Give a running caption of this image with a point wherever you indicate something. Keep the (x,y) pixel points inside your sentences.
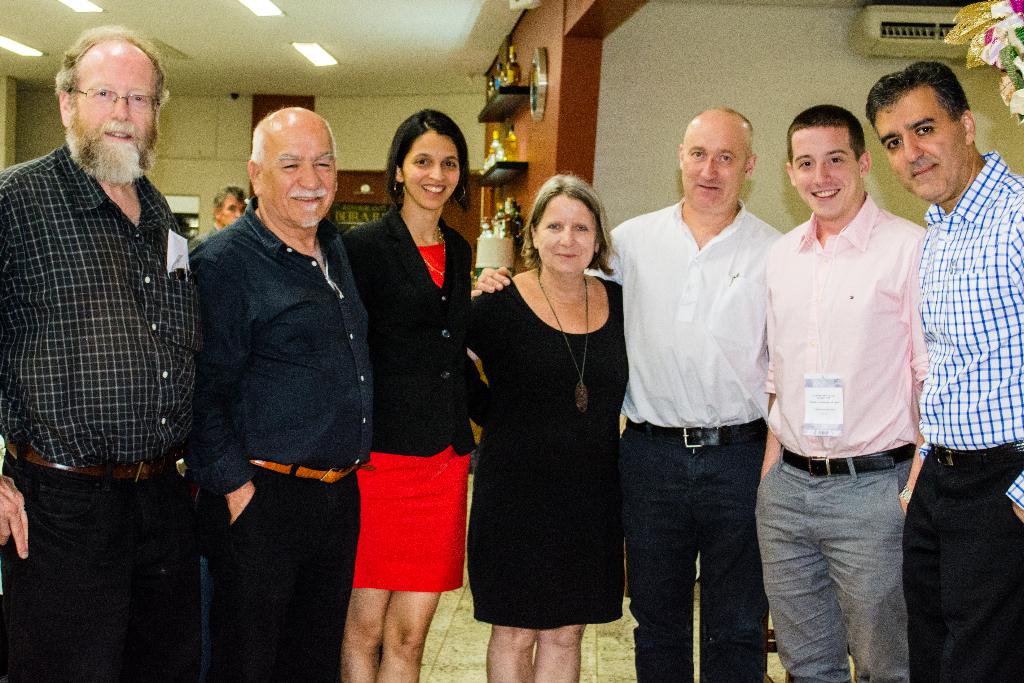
In this image I can see few people (471,372) are standing and wearing different color dresses (471,372). I can see the wall (212,117), lights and few objects (499,137) on the shelves (511,103).
